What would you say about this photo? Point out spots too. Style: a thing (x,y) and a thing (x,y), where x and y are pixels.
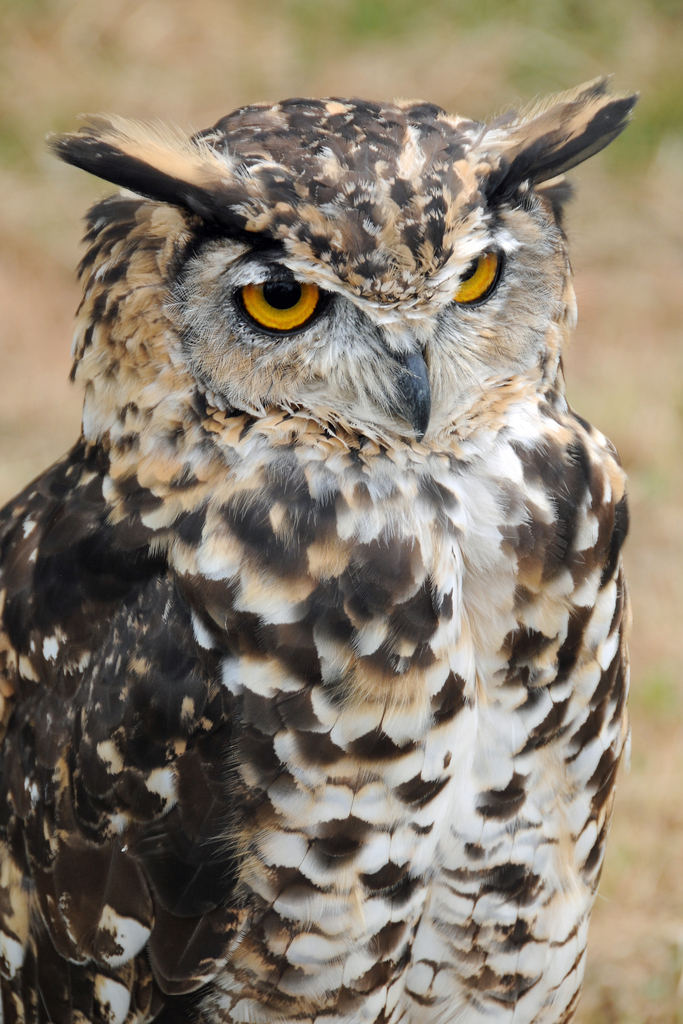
This is the picture of a owl (381,617) which is in white, black in color.
